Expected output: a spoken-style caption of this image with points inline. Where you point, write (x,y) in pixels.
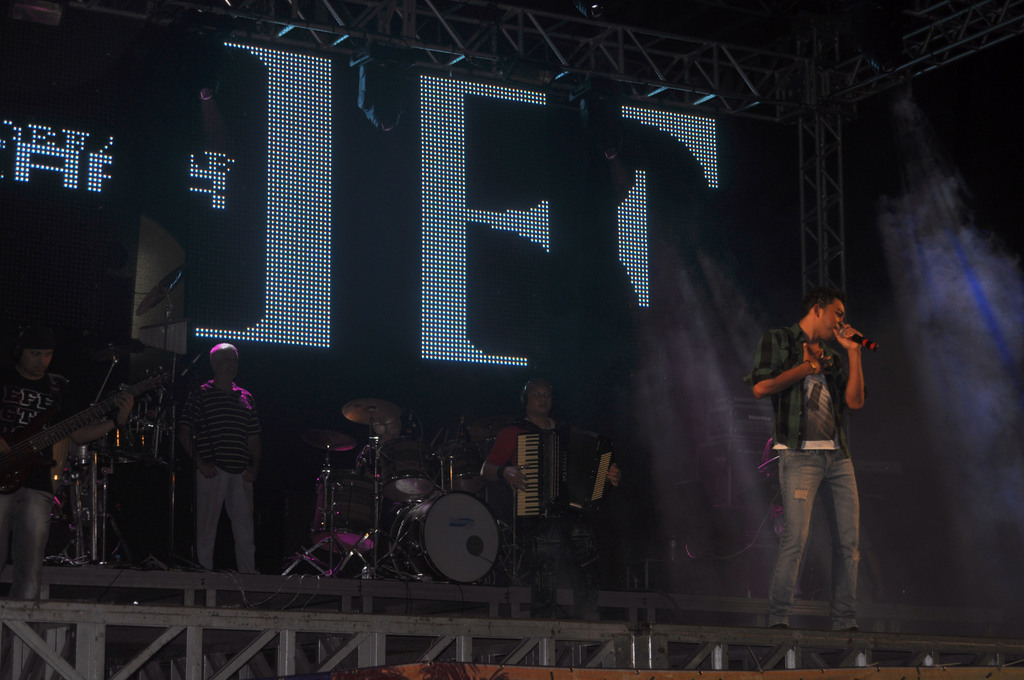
On a stage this 4 persons (826,391) are standing. This are musical instrument (372,465). This man (496,457) plays a musical instrument (556,438). This person (830,323) holds a mic (843,328) and sings. This person (40,424) plays a guitar (59,429).
